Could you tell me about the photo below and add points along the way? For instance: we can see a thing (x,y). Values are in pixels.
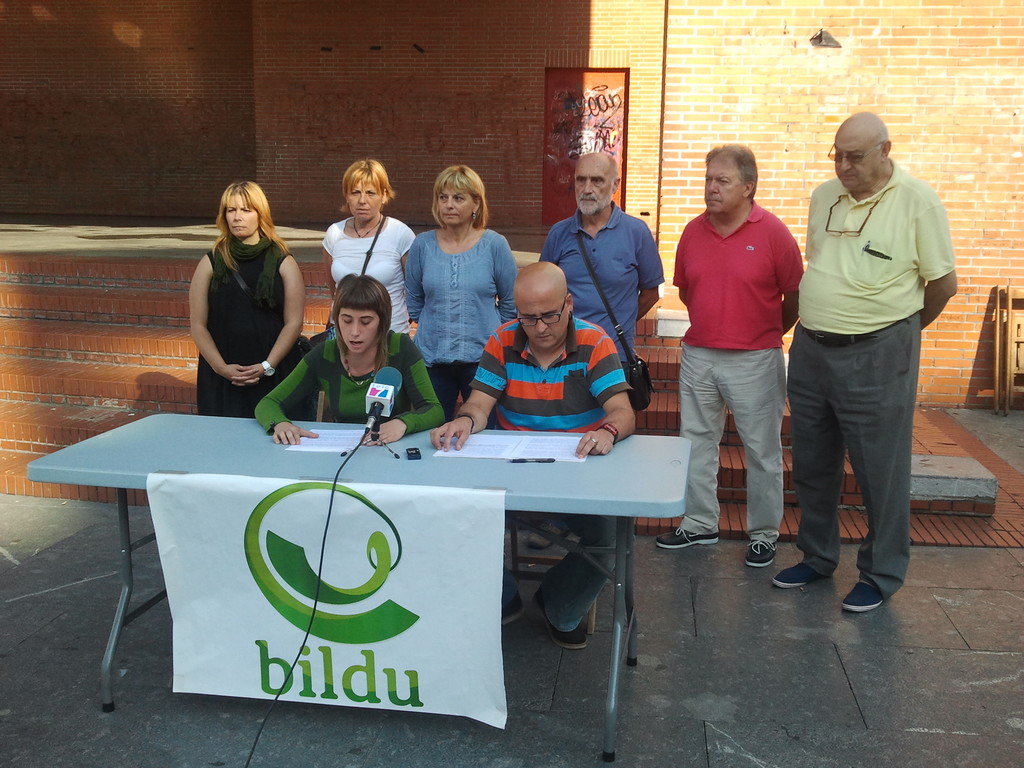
In the center of the image (570,394) there are two people (324,359) sitting. There is a table (401,457) and mic (374,435) placed before them. There are papers (469,451), pen (515,460) and a board (312,559) placed on the table (555,503). In the background (268,232) there are people (268,232) standing. There is a brick wall (609,60).
